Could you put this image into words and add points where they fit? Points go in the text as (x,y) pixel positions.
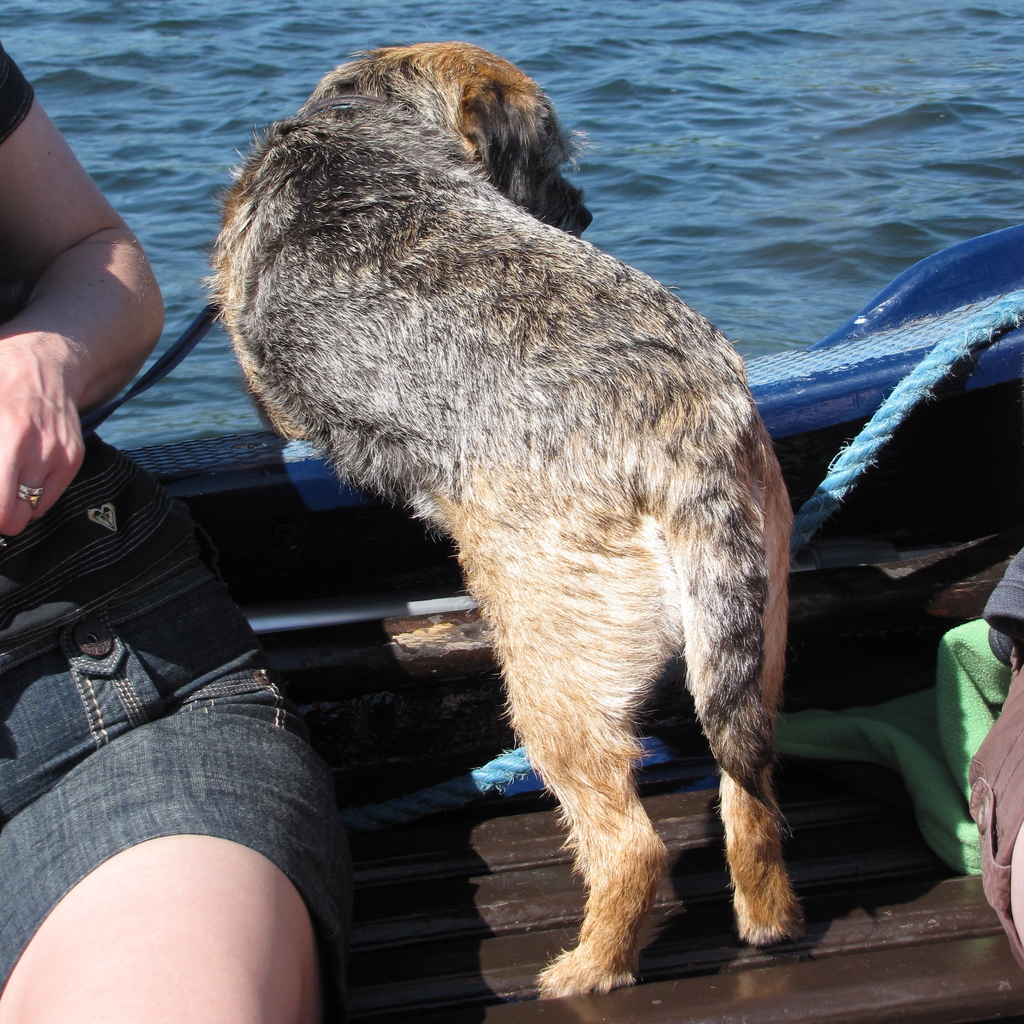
The picture might be taken in a boat (435,648). On the left (146,840) we can see a person (48,632). In the center (388,358) there is a dog (456,108). On the right (978,708) there are rope (897,414), cloth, stick (934,544) and other objects (1019,607). At the top (621,132) there is water (629,46).
